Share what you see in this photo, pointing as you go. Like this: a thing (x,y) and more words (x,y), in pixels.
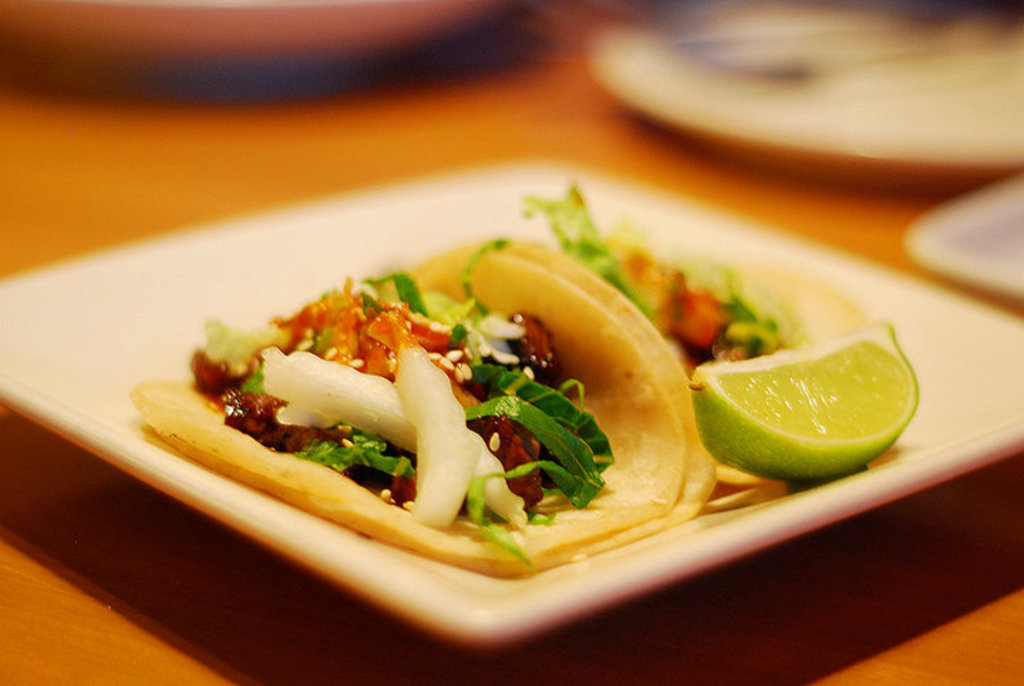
On a white plate (99,276) there is lemon (742,423) and food items (453,391). The background (949,139) is blurred.
